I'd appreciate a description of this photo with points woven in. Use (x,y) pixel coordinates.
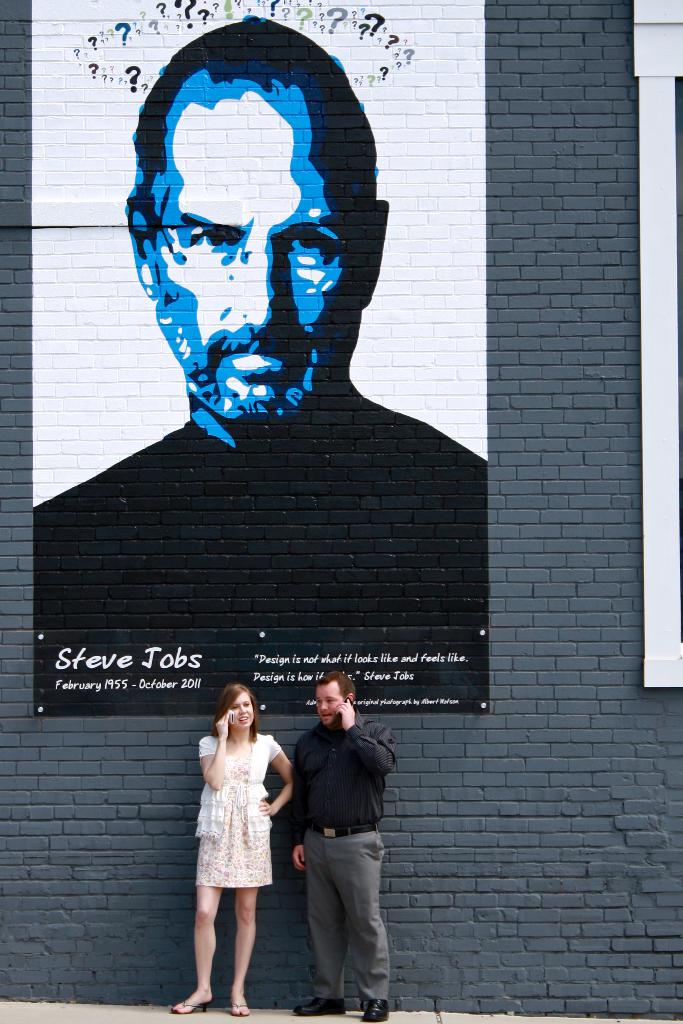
In this image there is a man (356,774) he is wearing black color shirt (344,758), gray color pant (353,886), black shoes (371,1012), beside him there is a girl (246,809) she is wearing white color dress (240,815), in the background (315,25) there is brick wall (612,967) on that brick wall (46,62) there is a painting (452,404) of Steve Jobs (333,629).
